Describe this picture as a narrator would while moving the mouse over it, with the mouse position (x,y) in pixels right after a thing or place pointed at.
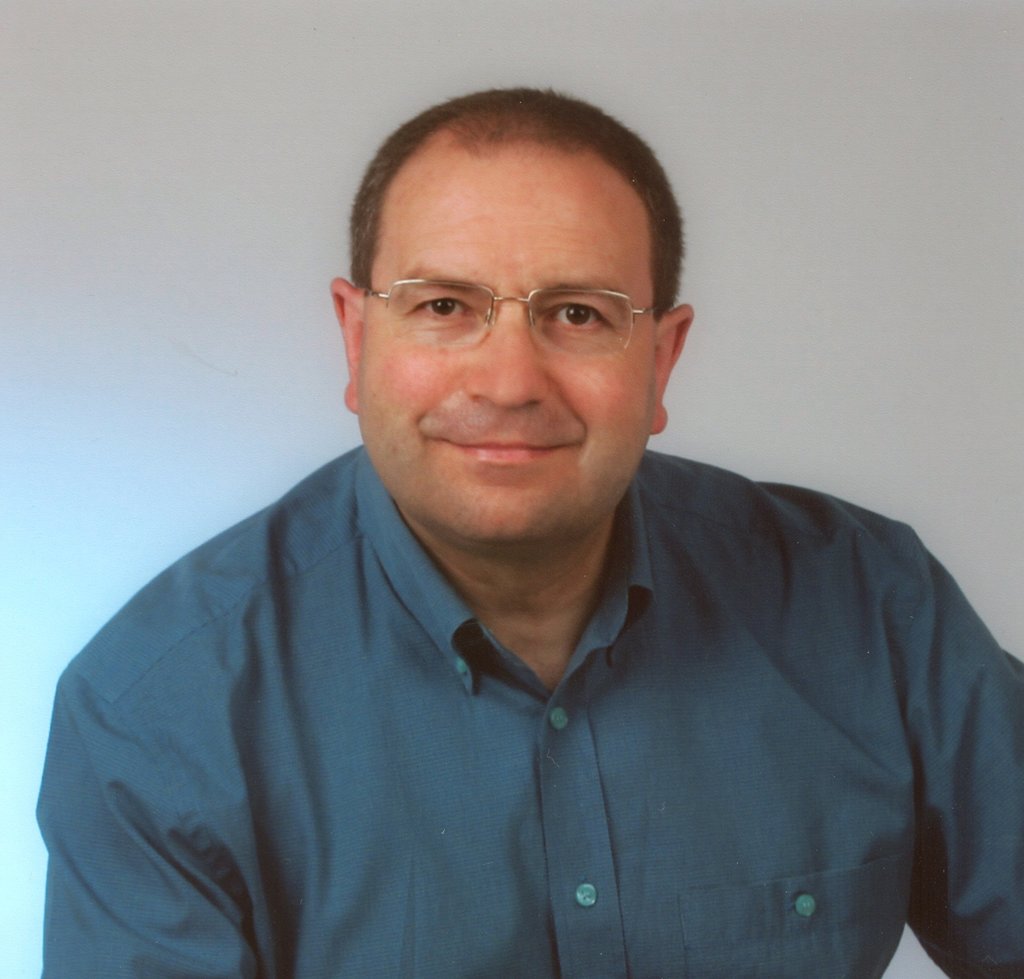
In the image there is a person (345,695) in blue shirt (660,532) smiling and behind him there is a white wall (196,252).
